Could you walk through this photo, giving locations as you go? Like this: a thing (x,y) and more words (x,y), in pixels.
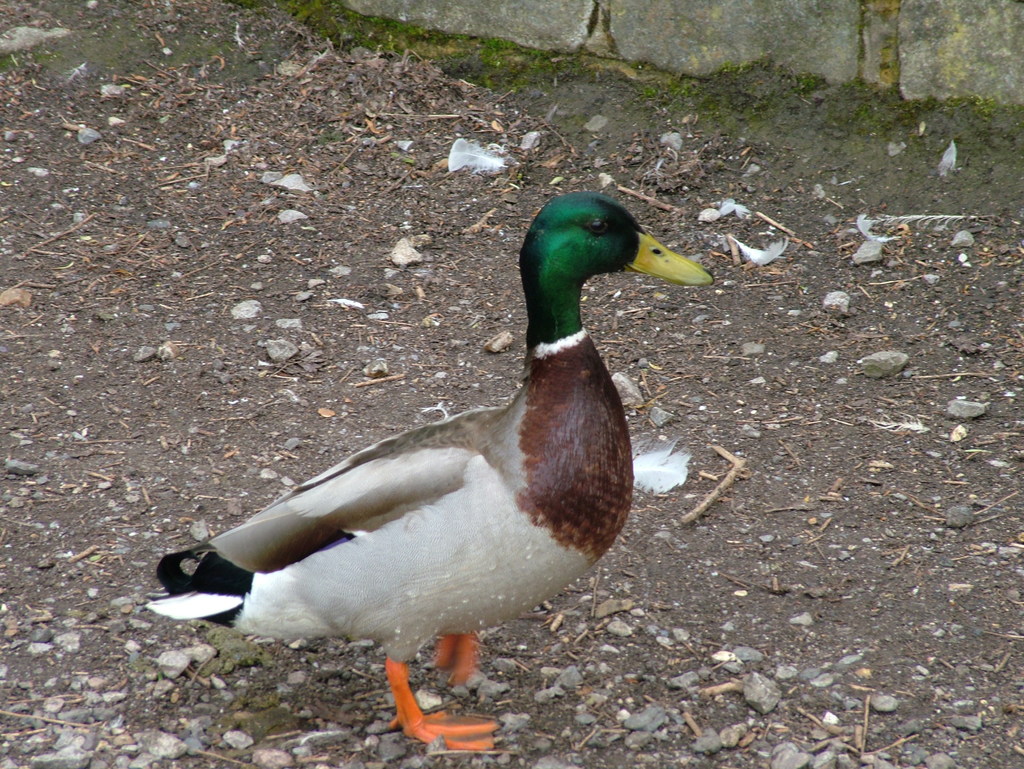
In this image I can see a duck (426,569) standing in the center of the image (678,265) on the ground (895,643). I can see a wall (887,32) at the top of the image (928,43). I can see some stones (91,135) on the ground (97,548).
